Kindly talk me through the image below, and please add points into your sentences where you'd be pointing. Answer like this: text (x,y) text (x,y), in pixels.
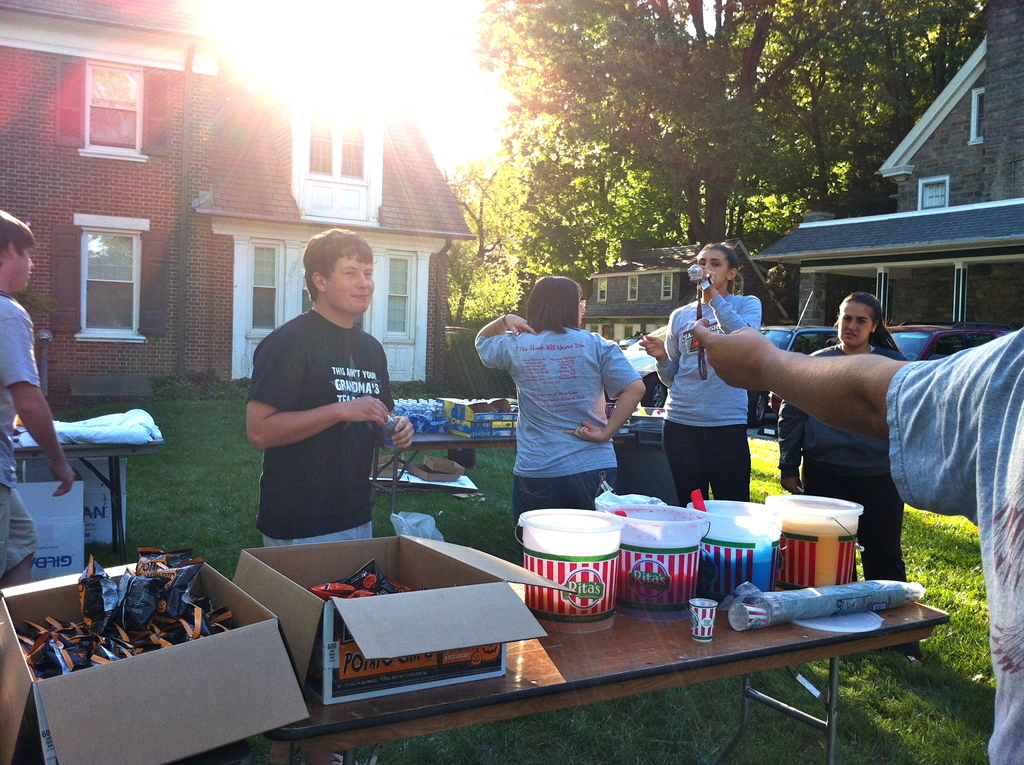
In this image In the middle (559,389) there is a woman (555,435) she wear gray t shirt (569,418) and trouser (565,506). In the middle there is a table (820,639) on that table (792,637) there is a box (437,633), cup (714,610) and bucket (706,560). On the right (866,270) there is a woman (842,442), cars (940,349), house (904,213) and tree (798,174). At the bottom (172,515) there is grass (221,480). In the middle (489,441) there is a table (461,437) on that table (443,435) there is a box (454,428) and some other items (499,420). On the left (37,390) there is a man (17,390) he wear gray t shirt (23,356) and shorts (30,539), he is walking. In the middle (344,413) there is a man (320,383) he wear black t shirt (318,375) and trouser (365,534). In the background (360,214) there is a house window (130,281) and wall (99,200).
